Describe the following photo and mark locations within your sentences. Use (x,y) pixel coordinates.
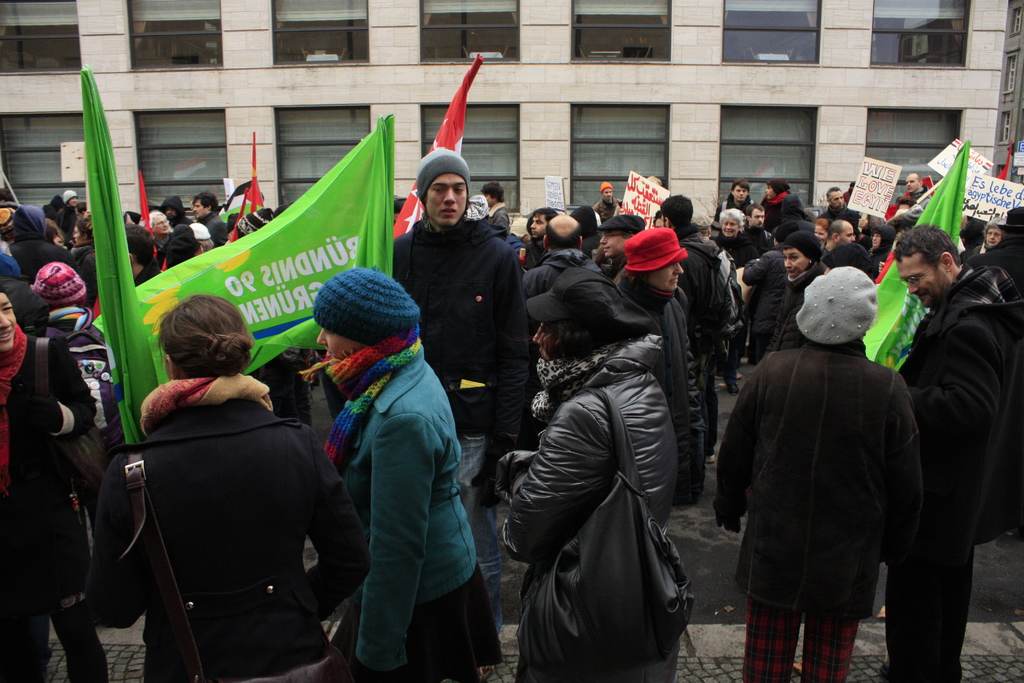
In this image I can see few persons (290,490) holding flags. In the background (502,9) I can see a building (603,121). I can see few people (790,202) holding few boards (1021,197).
